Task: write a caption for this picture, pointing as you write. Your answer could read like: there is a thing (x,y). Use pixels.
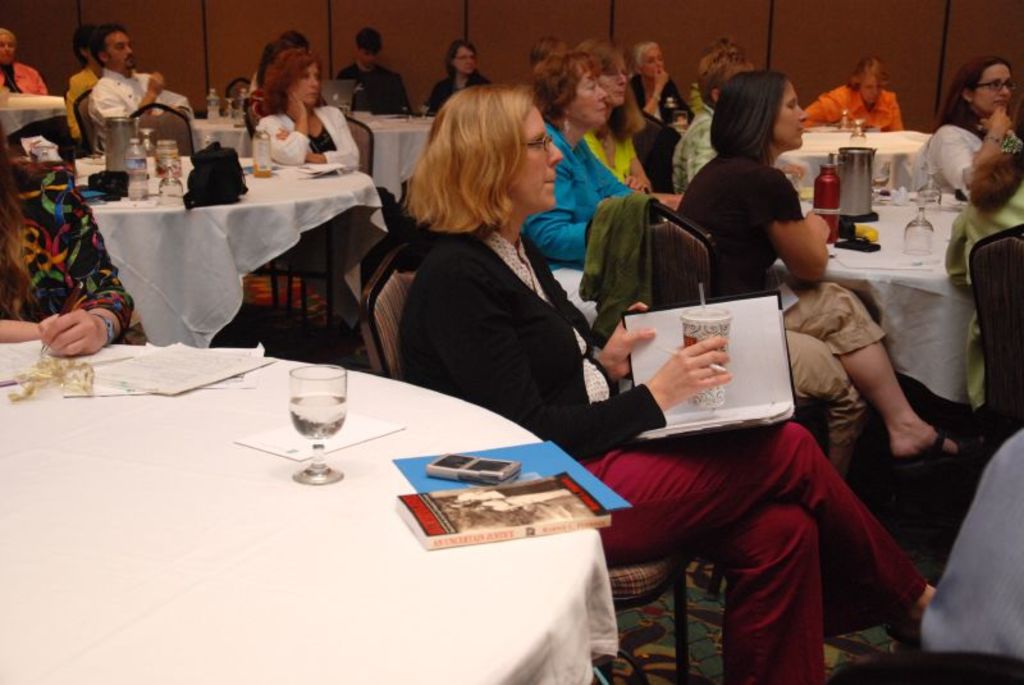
It seems to be the image is inside the conference hall (403,454). In the image there are group of people (437,289) sitting on chair (398,295) in front of a table (212,470), on table (197,434) we can see a cloth (361,457), book (472,524), mobile (464,469), water glass (311,419), papers (178,362), water bottle (131,161) in background (285,32) there is a wall (910,27).
